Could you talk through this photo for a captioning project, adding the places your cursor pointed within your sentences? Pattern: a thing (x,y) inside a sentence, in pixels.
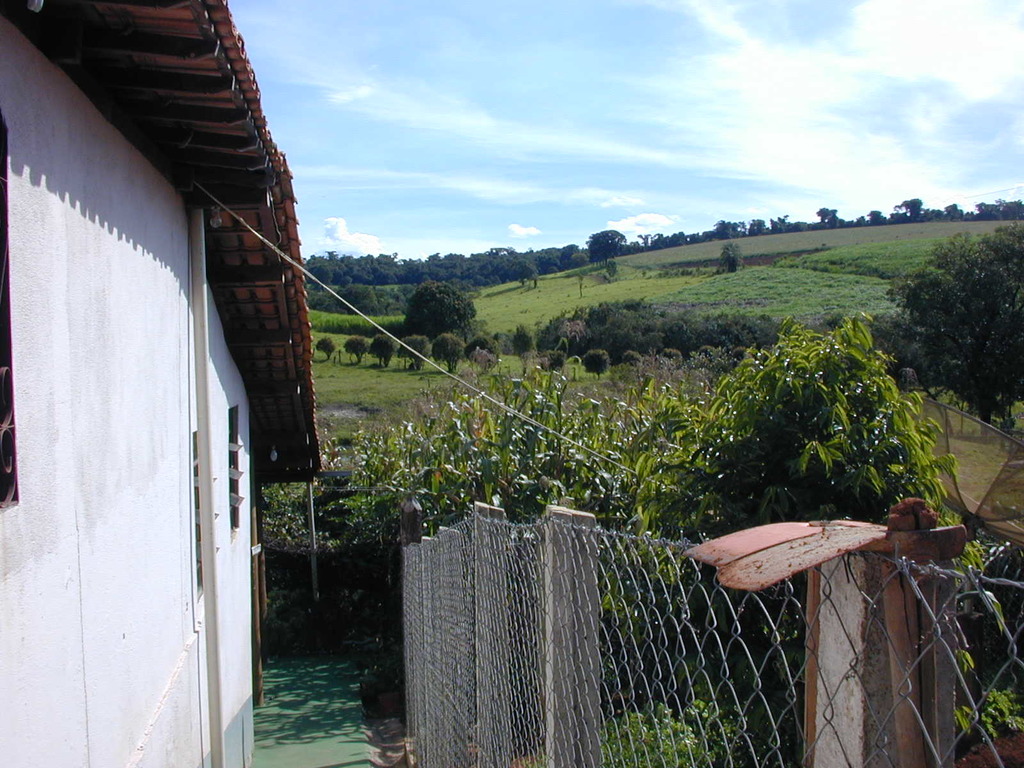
In the foreground of this image (627,648), there is a fencing (587,631) and plants (693,480) on the right (698,491). On the left (121,424), there is a building (182,519). In the background (748,340), there are trees (666,327), grass (870,282), sky (481,80) and the cloud (764,114).
